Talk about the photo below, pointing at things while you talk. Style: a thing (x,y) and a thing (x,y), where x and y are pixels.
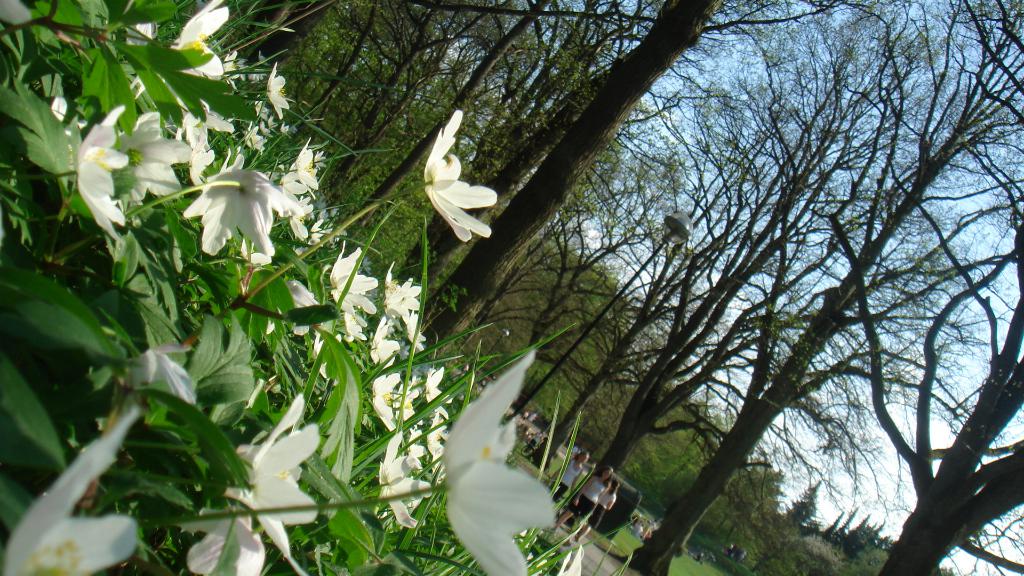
There are few white color flowers (344,315) in the left corner (334,281) and there are few persons (604,485) in the right corner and there are trees (658,189) in the background (676,194).
